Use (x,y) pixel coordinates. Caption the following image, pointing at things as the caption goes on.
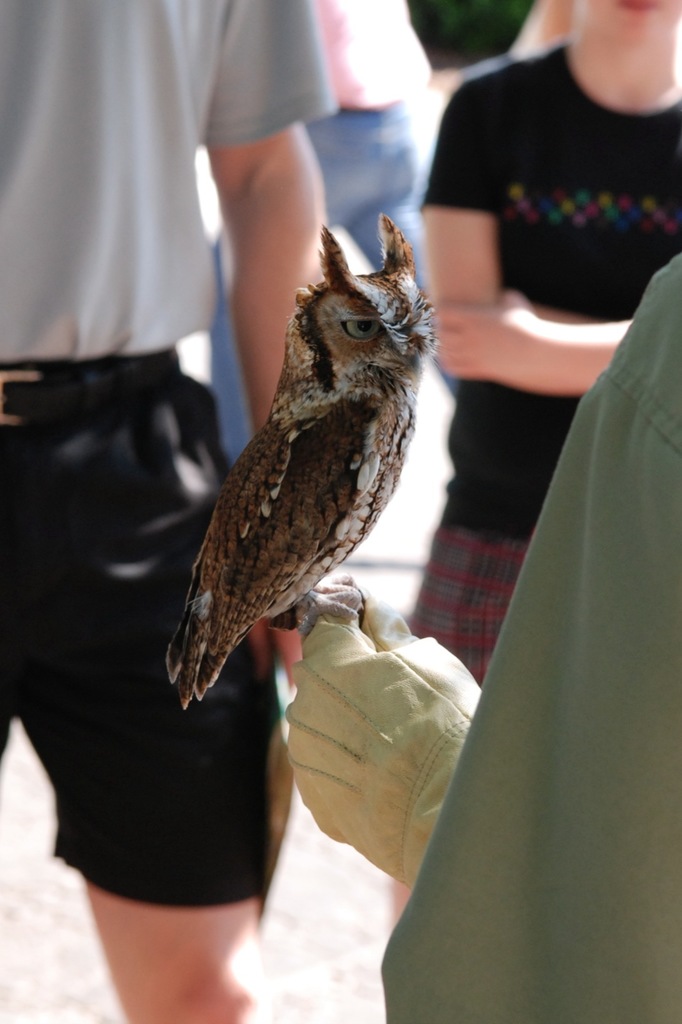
Here I can see a person (442,740) wearing a glove (387,765) to the hand (395,771) and holding an owl (320,449). In the background (185,204) a man (264,193) and a woman (539,263) are standing on the ground (326,913). In the background (404,112), I can see some more people (366,137).
